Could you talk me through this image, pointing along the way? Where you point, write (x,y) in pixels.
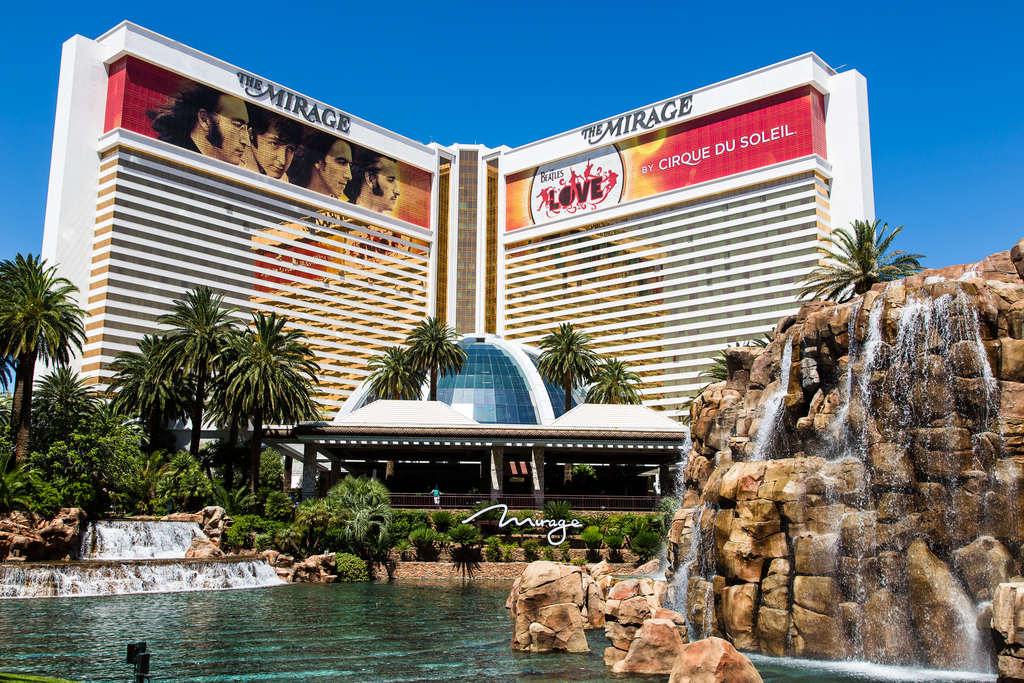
On the left side (296,625), there is water (387,627). On the right side (891,653), there is a waterfall (929,320) from a hill (890,345) and there are rocks (669,656) partially in the water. In the background (642,514), there are trees (25,322), buildings (485,306), plants (111,498) and there is a blue sky (927,126).
